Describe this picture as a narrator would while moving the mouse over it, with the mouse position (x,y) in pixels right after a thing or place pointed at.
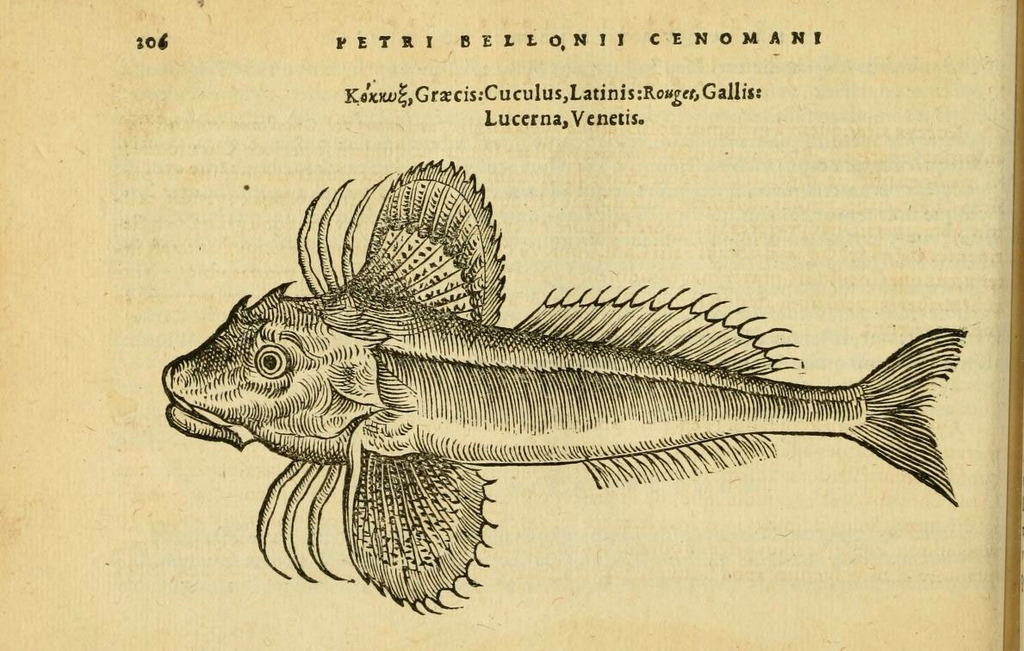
In this image we can see a paper (674,195), on that we can see a picture (481,351) of a fish (473,330), also we can see the text (473,88).
